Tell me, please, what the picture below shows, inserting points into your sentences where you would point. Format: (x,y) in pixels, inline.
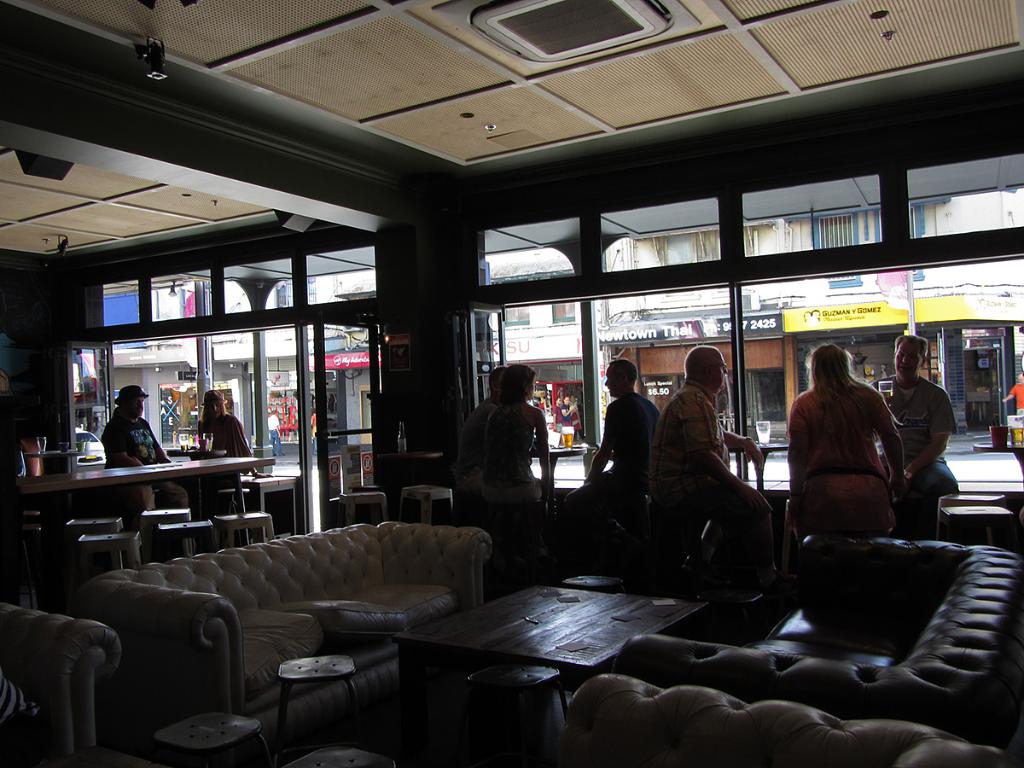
As we can see in the image there are few people (678,419) here and there, sofa (89,699), table (574,630), chairs (227,743) and buildings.
